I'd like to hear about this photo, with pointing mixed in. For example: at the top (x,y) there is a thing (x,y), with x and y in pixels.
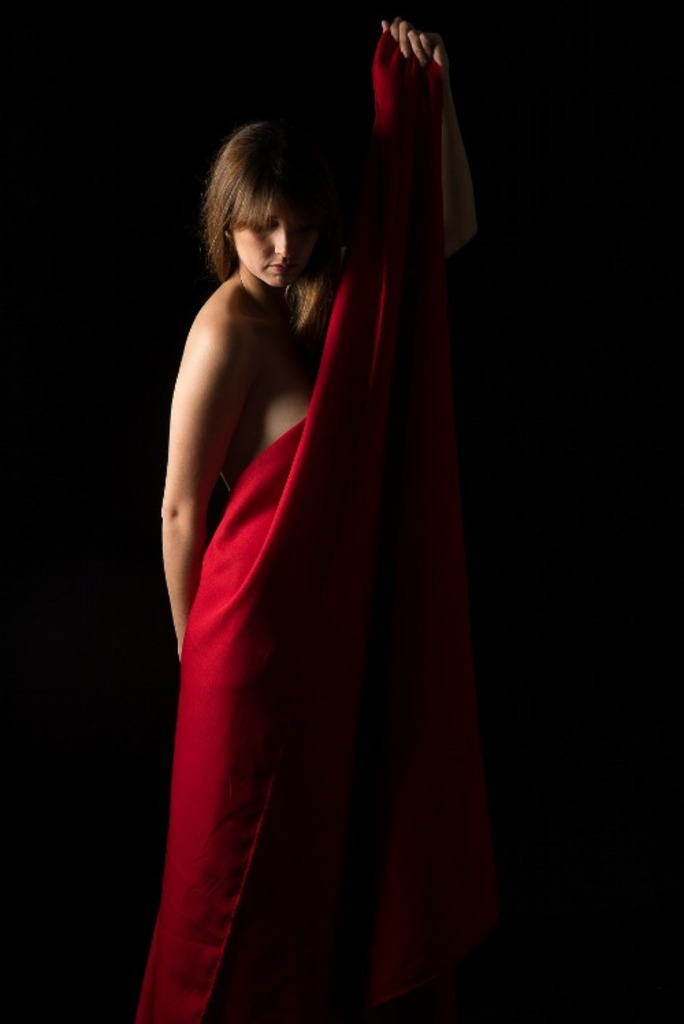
In this image I can see a woman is holding a cloth (404,454) in hand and the background (163,14) is dark in color. This image is taken may be during night.
